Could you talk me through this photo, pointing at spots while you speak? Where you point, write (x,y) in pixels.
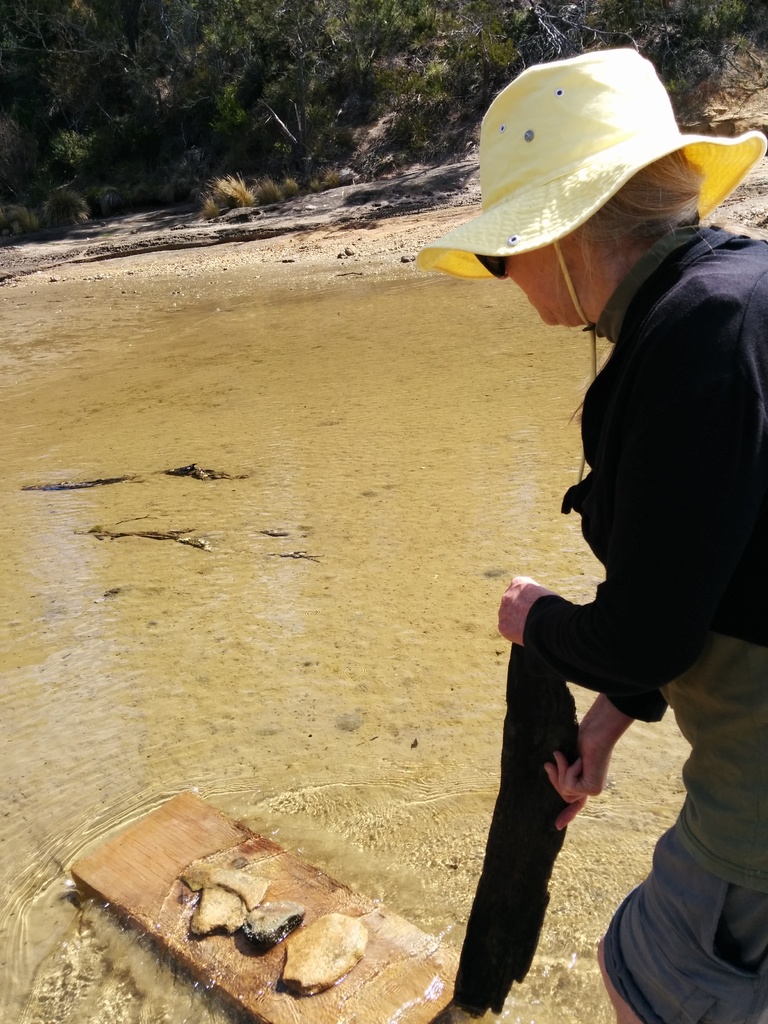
At the bottom of the image (385,1000) we can see a wooden plank (149,879) and there are some things (270,930) placed on it. On the right (631,534) there is a person (713,810) standing and holding an object (527,850). In the background (331,441) there is water (242,518) and we can see trees (281,108).
